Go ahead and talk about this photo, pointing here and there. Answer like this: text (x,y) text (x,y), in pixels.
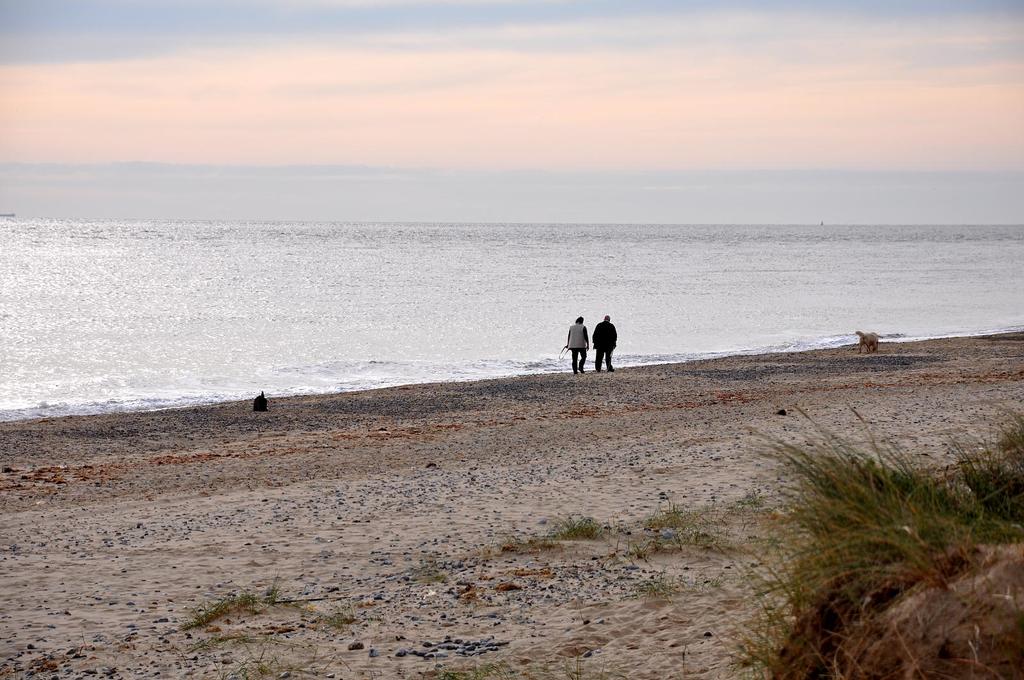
In this image at the bottom (829,531) we can see grass (836,563) and stones (536,404) on the ground (549,419). In the background (583,366) two persons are walking, dog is standing and objects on the ground (756,463) at the water (373,237) and we can see clouds (574,207) in the sky (429,214).
